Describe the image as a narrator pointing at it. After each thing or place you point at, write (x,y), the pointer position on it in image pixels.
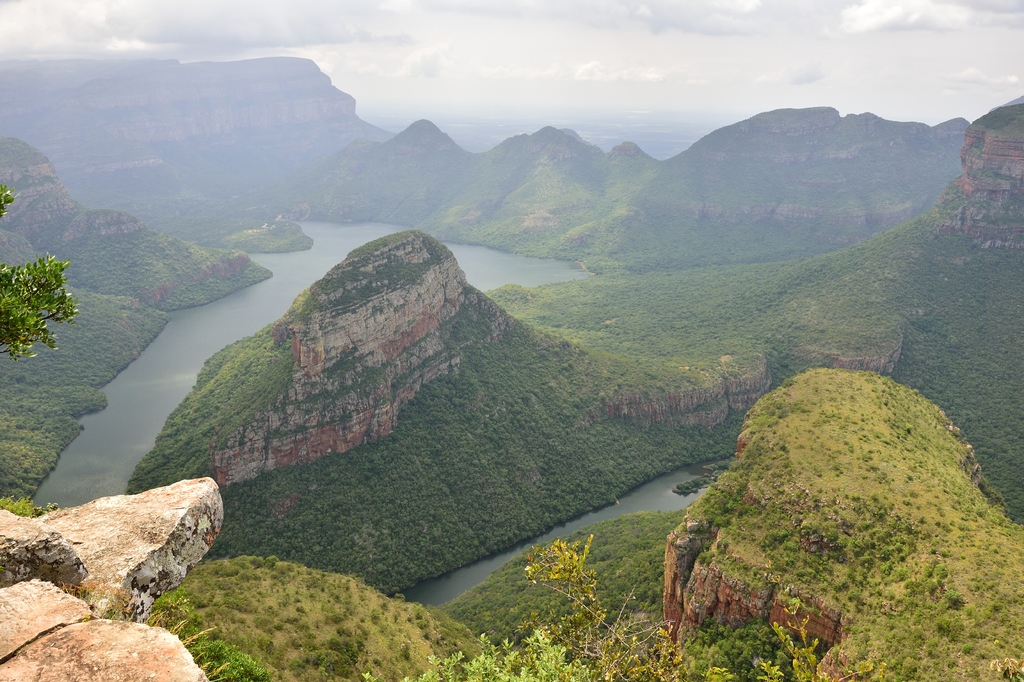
In the image there are hills (365,321) with trees (365,248). In between the hills (222,403) there is water (103,412). In the bottom left corner of the image (19,619) there are rocks (17,607). At the top of the image (953,32) there is sky (953,18) with clouds (863,8).
